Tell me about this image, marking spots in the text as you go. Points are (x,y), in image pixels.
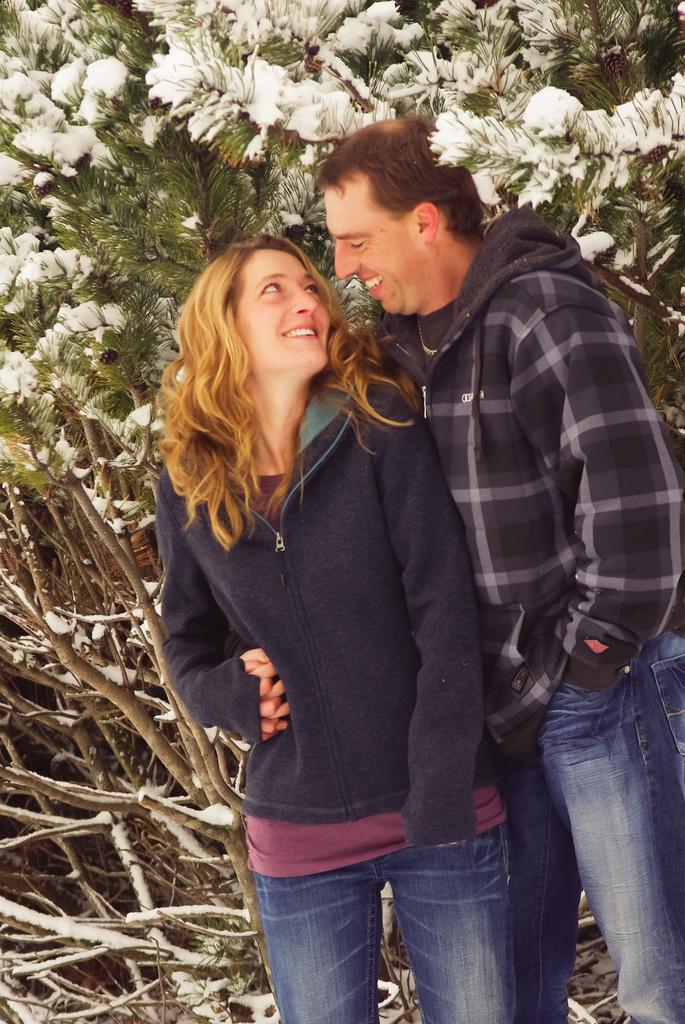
In front of the image there are two people (346,440) standing and they are having a smile on their faces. Behind them there is snow (411,37) on the trees (34,908).
